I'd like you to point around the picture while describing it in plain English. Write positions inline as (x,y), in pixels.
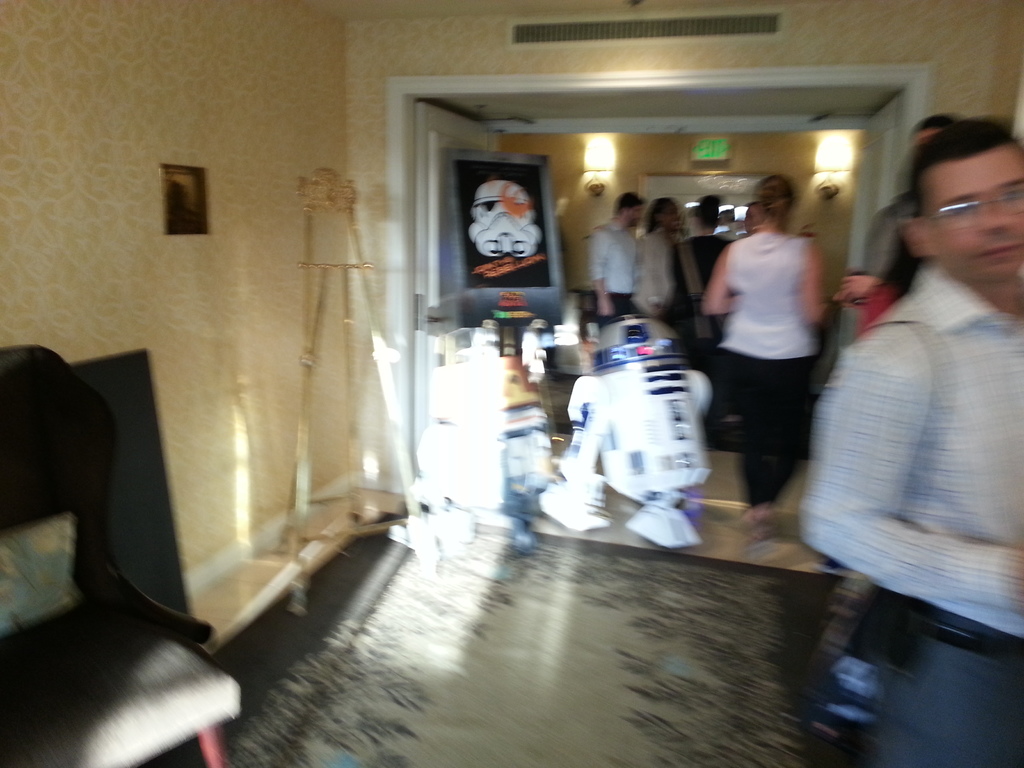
In this image I can see few people (896,441), chair (114,761), white color objects (530,339) and few objects (534,535) on the floor (491,542). The wall (241,237) is in cream color and it is blurred.
